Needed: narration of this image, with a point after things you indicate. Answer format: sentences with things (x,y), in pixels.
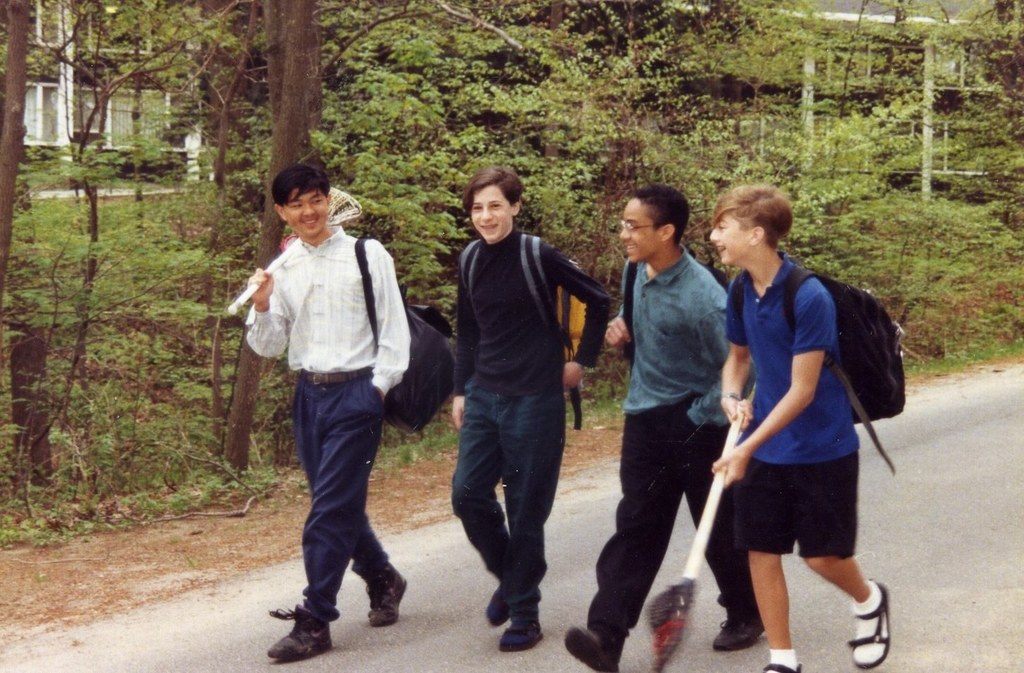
In the image we can see four men (705,446) walking, they are wearing clothes (343,508), shoes (383,578) and they are smiling, they are carrying bags (405,385) and two of them are holding sticks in their hands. Here we can see the road (920,474), grass (65,491), and trees (199,377). It looks like there is a building (66,133).
